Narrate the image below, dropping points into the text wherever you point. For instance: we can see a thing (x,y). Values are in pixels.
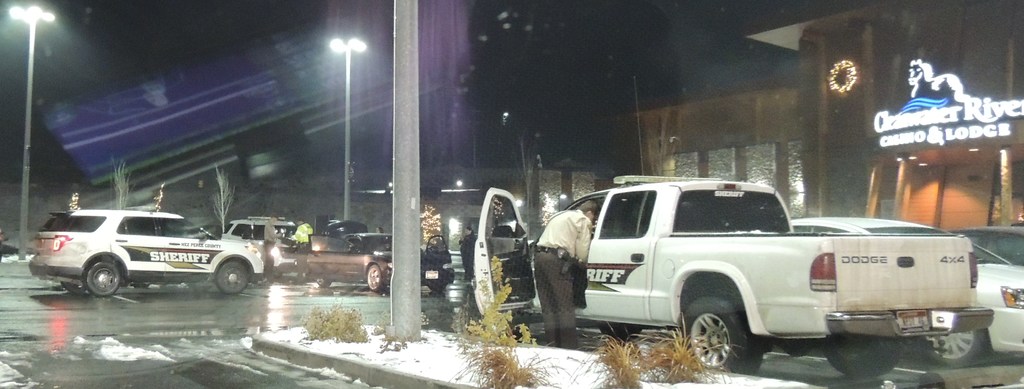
In this picture we can see pole (402,279), grass (665,353), plants (607,357) and snow (371,342). There are people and we can see vehicles (379,233) on the road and lights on poles (30,142). In the background of the image (963,72) we can see building (721,132), board (885,142) and lights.
